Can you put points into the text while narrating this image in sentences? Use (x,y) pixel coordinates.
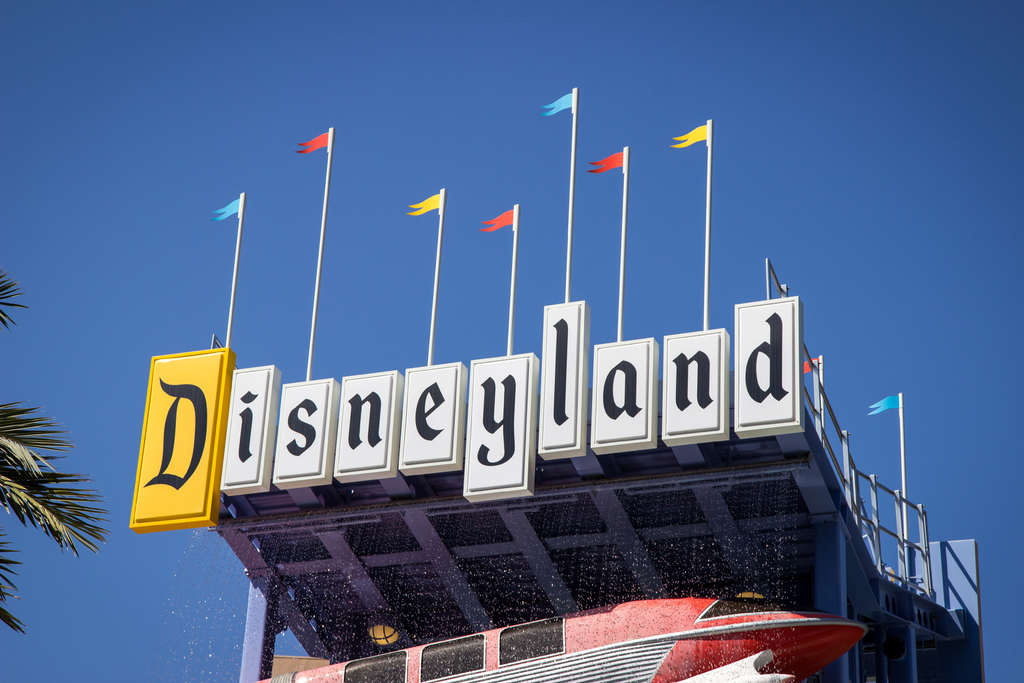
In this image I see the boards (442,402) on which there are alphabets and I see flags (428,199) on the white poles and I see a red and white color thing (647,624) over here and I see green color leaves (47,446) over here. In the background (67,264) I see the blue sky (701,272).
